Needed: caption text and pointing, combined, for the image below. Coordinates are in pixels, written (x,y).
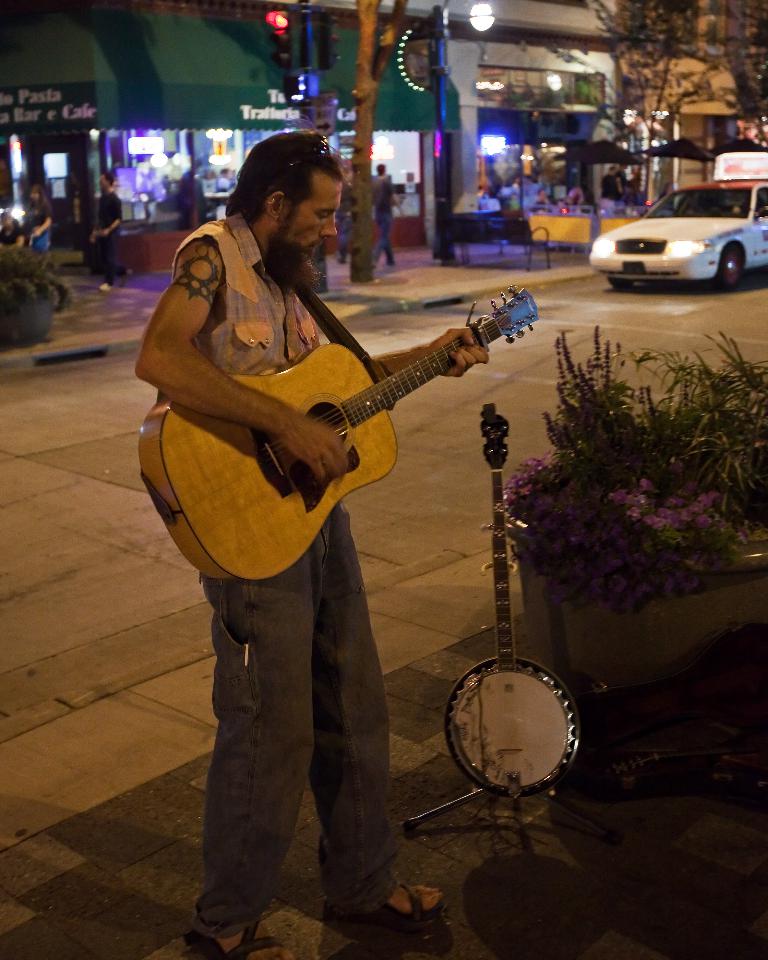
This is a picture where a person (248,237) holding a guitar (248,381) and playing it beside him there are some plants (675,399) and flowers (651,412) and behind him there are some shops (246,91) and a signal (272,38) and a pole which has a light (475,16) and also a car (640,248) on the road (590,344).
